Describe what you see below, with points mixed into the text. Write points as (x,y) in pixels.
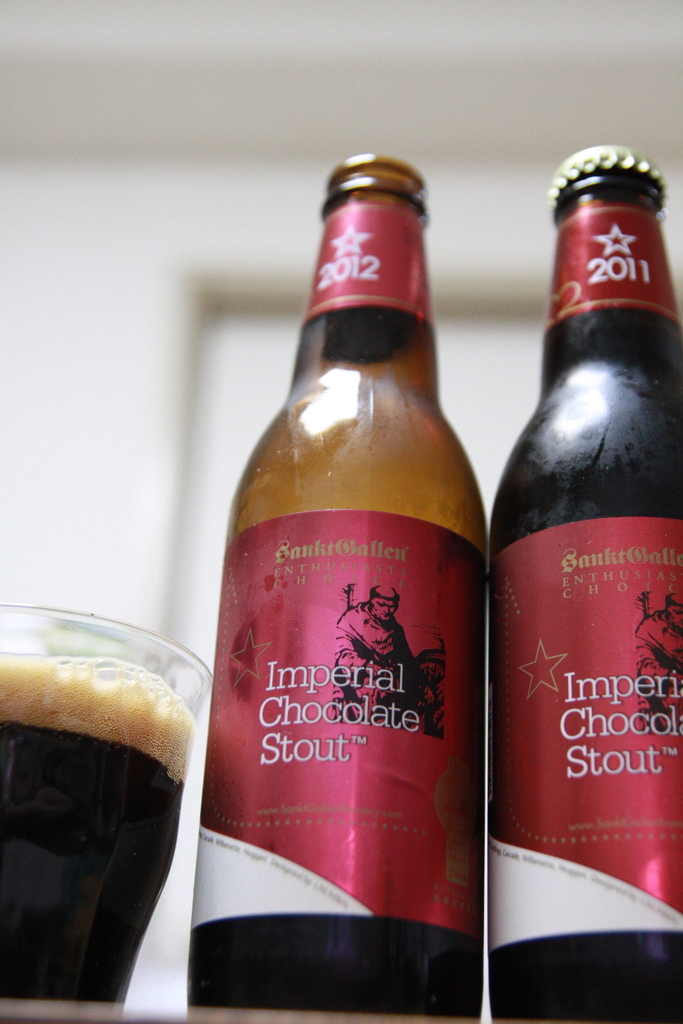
In this picture, we see two glass bottles (498,540) in brown and black color. On the left side (54,758), we see a glass (55,740) containing the cool drink (122,737). In the background (120,454), we see a white wall (156,361) and a white door (466,371). At the top (503,43), we see the ceiling (207,136) of the room (213,141). This picture is blurred in the background (244,442).
